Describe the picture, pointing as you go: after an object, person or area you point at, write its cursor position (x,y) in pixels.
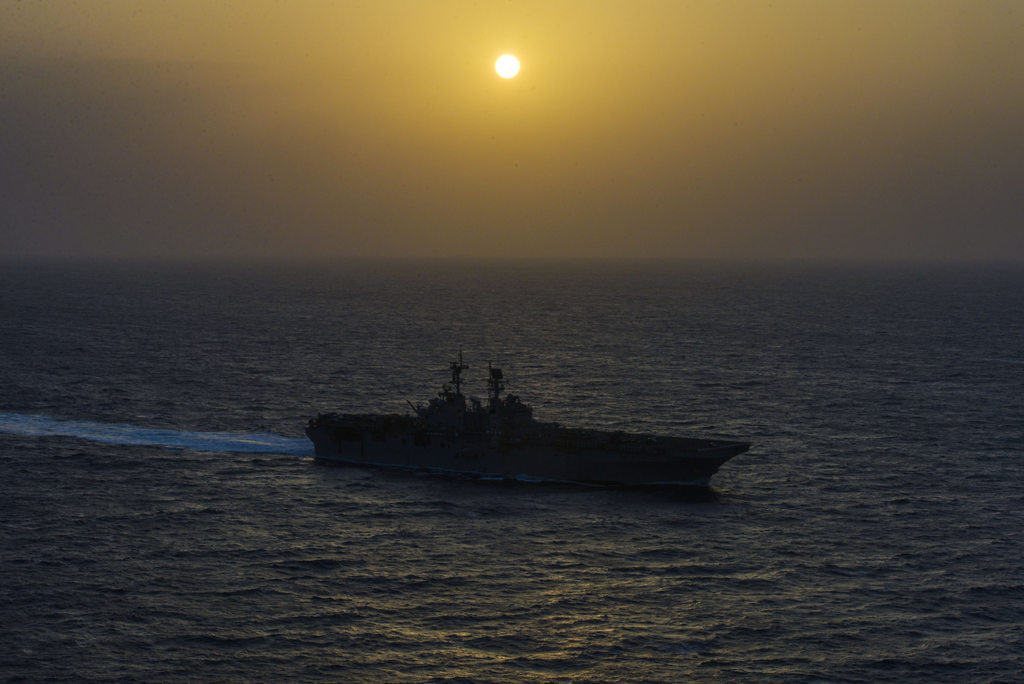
In this image we can see a ship (472,467) on the water (576,508) and in the background (500,195), we can see the sun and the sky (498,105).
